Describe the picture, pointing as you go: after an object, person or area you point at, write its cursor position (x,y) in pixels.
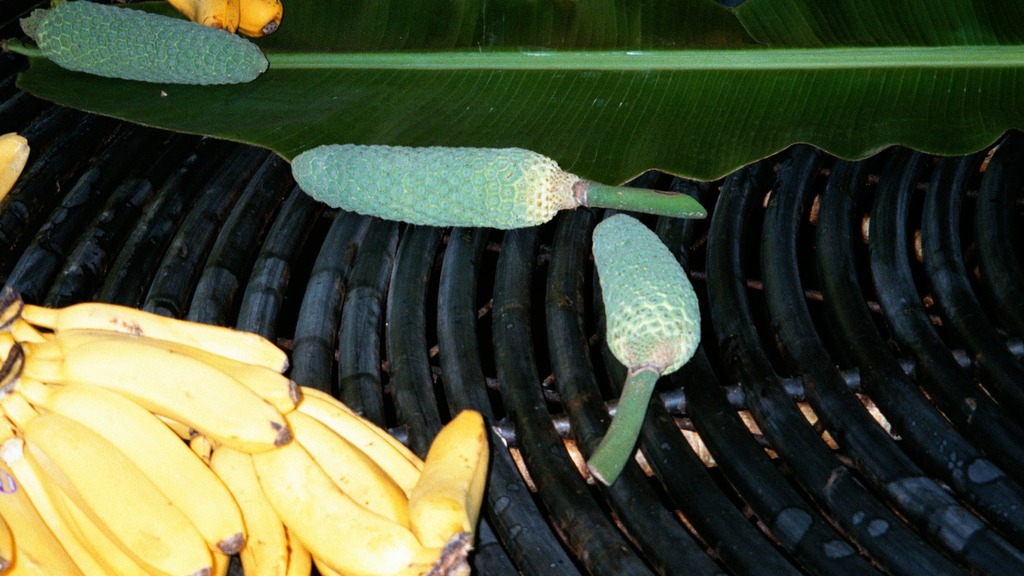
Here we can see leaf (663,92), bananas (41,355) and fruits (311,176).
